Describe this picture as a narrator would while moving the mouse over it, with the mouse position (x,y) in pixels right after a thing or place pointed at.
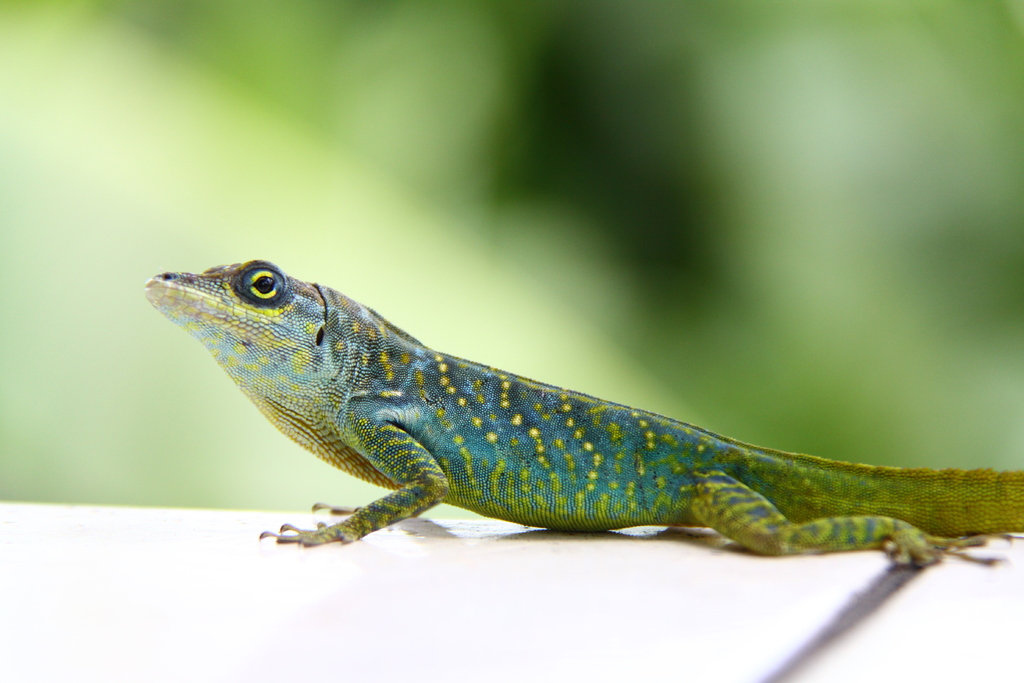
In this image we can see a green lizard (472,481) on the white surface (428,544) and the background (500,106) is blurred and it is in green color.
